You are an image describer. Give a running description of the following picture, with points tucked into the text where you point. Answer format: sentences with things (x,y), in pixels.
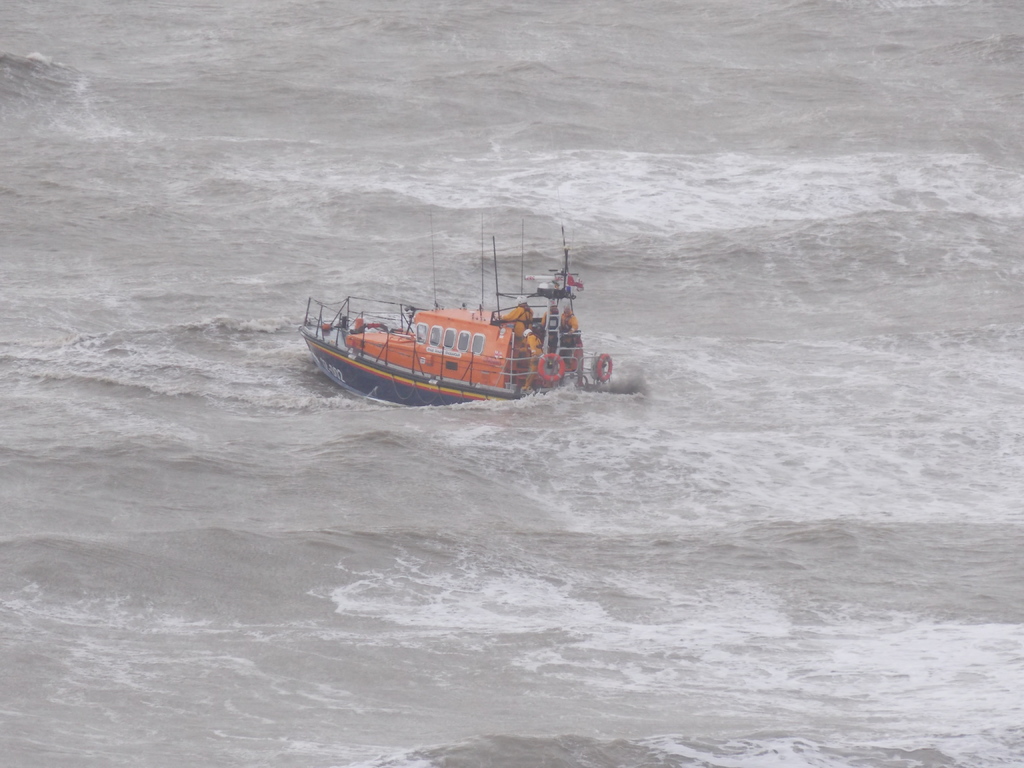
In the center of the image (545,298) there is a ship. At the bottom of the image (577,521) there is water (528,478).
